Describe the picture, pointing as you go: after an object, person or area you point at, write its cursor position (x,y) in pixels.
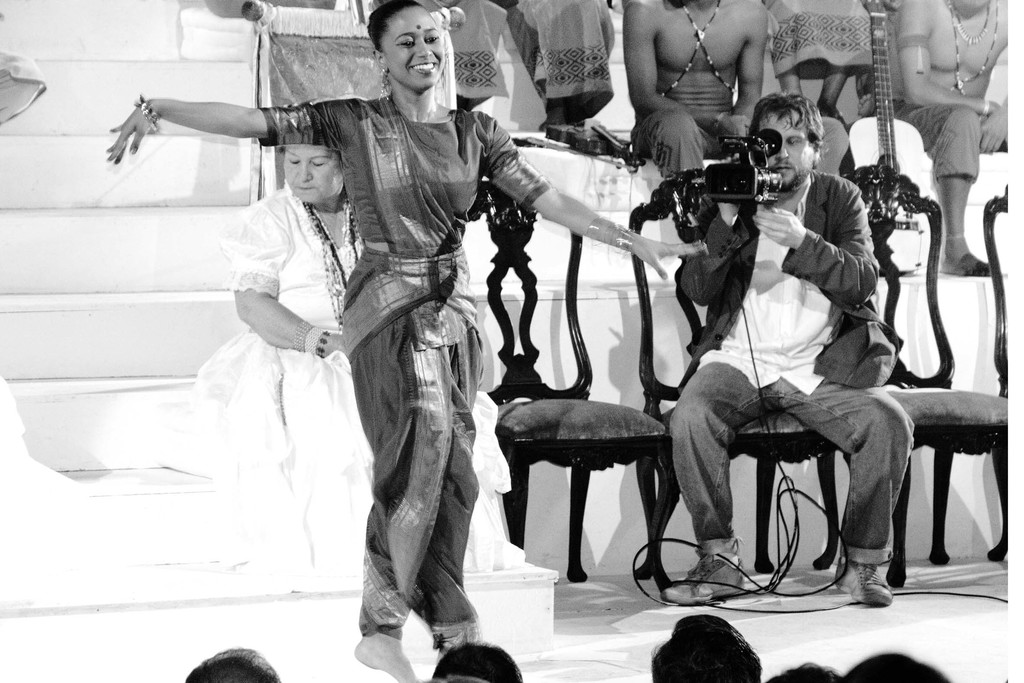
In this image there is a woman (434,218) dancing with a smile on her face (404,68), behind the women (396,359) there are a few other person's (341,227) seated, behind the woman (525,183) there is a person (826,242) holding a camera (761,172).
